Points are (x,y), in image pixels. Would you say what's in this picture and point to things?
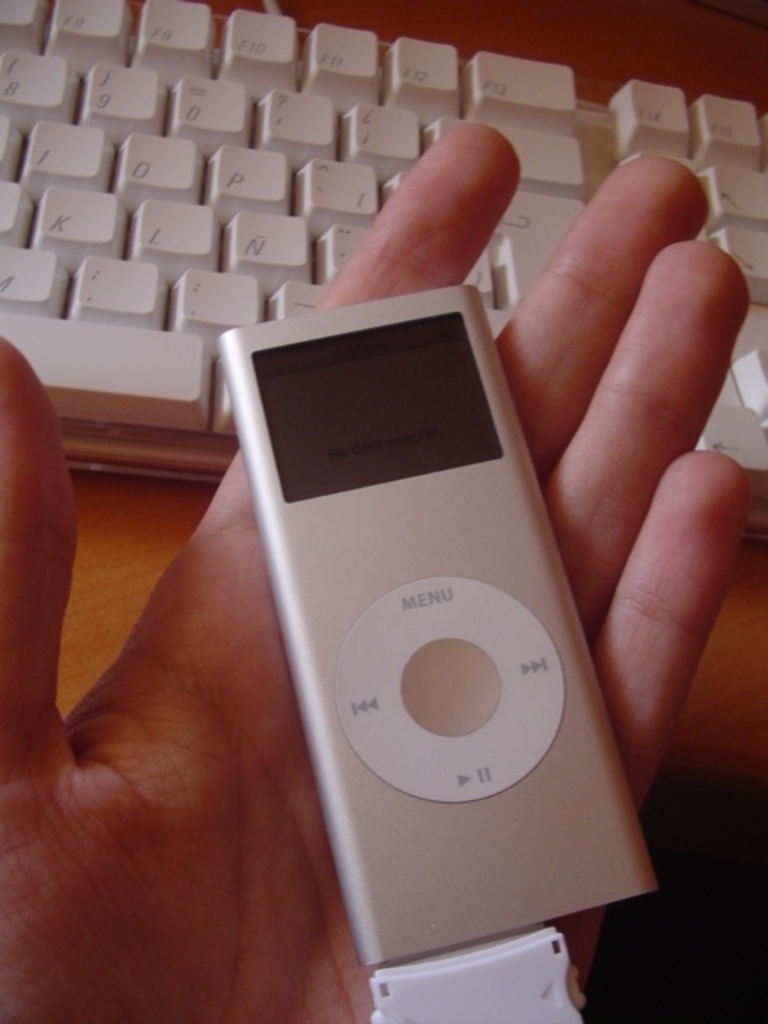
In this image I can see a person's hand (171,765) holding a device (390,588). At the top (529,113) there is a keyboard (343,156) placed on a wooden surface (519,47).
